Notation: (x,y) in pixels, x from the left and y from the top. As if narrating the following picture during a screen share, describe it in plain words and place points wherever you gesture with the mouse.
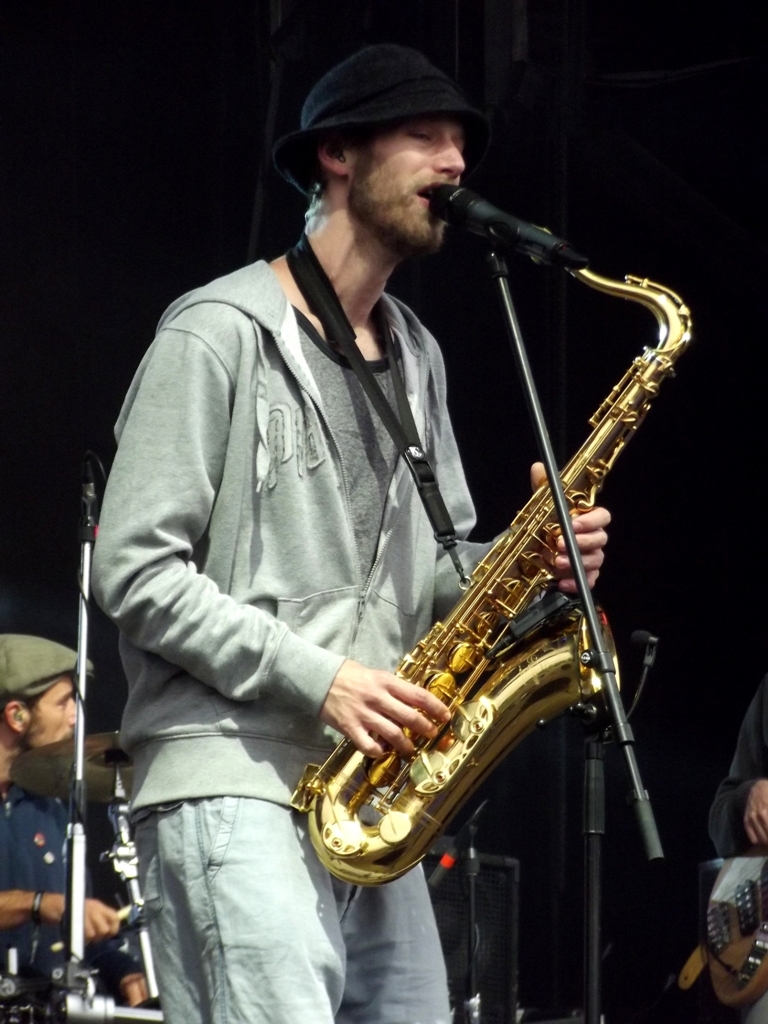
In this image, we can see a man (366,655) is holding a musical instrument (470,716) and singing in-front of a microphone (439,204). Background (640,947) we can see people (31,966), musical instruments (730,933), rods (76,843), speaker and dark view (690,98).
